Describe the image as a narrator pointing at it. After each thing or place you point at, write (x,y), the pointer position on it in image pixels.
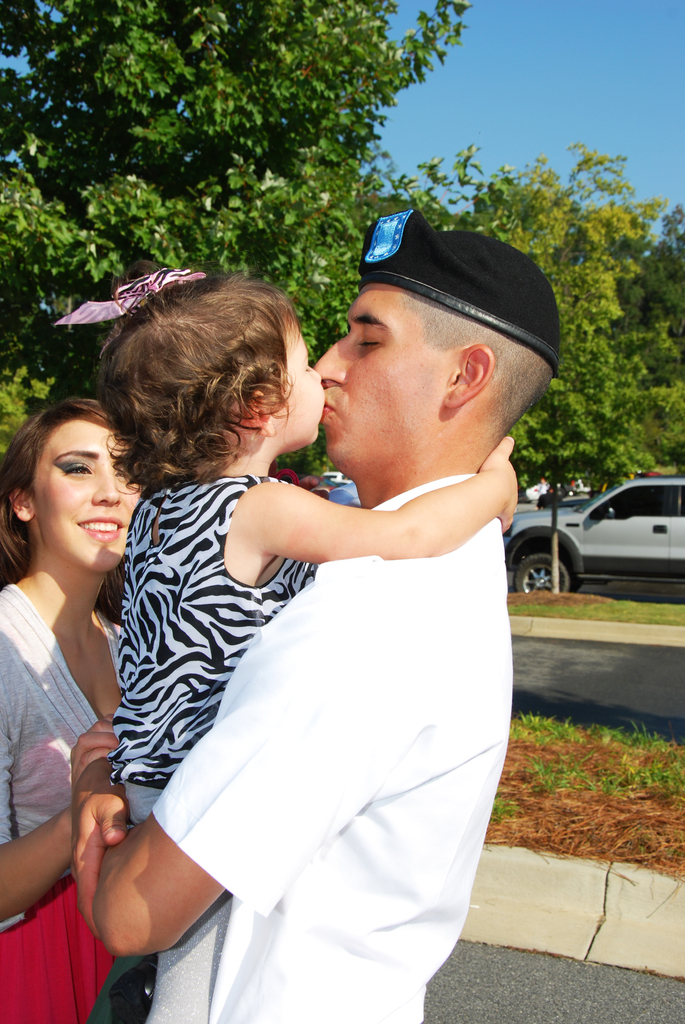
In this image in the center (456,654) there is one person (221,848) who is holding a baby (173,613), and they are kissing and there is one woman (61,668) standing. At the bottom (441,975) there is a walkway (555,983), and in the background (538,420) there are trees (223,195), vehicle (592,543), grass (624,609) and at the top of the image (605,67) there is sky (472,68).
